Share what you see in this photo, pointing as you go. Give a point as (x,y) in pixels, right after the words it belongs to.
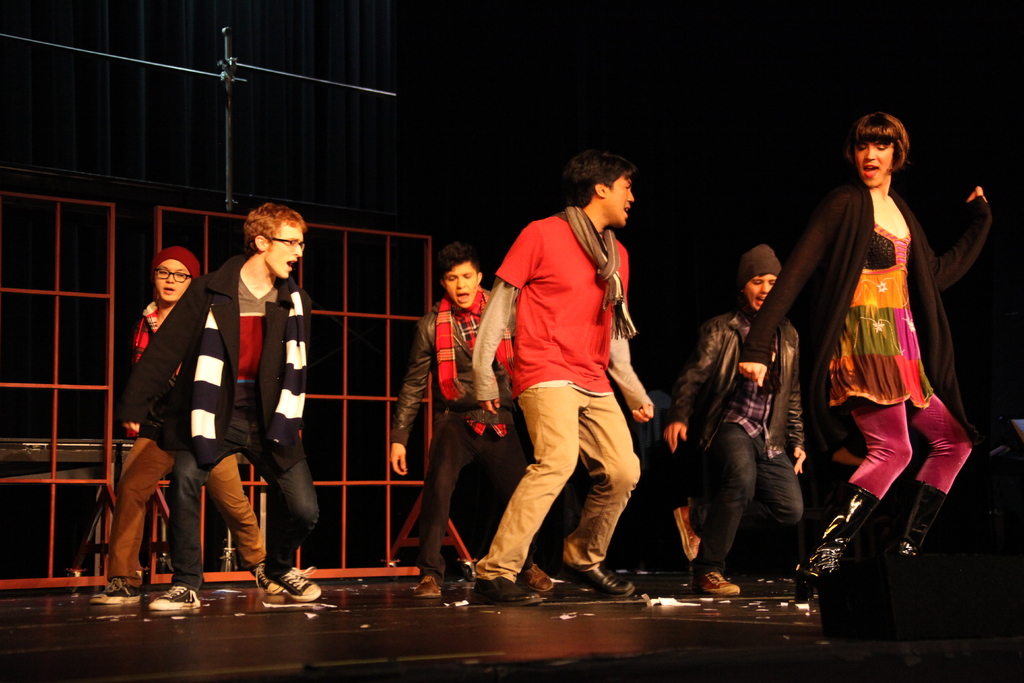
In this image in the foreground (192,298) there is a stage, on which there are few people (892,335) performing a dance, on the left side (85,388) there is a stand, fence (408,482), table (33,448), background (301,99) is dark.
